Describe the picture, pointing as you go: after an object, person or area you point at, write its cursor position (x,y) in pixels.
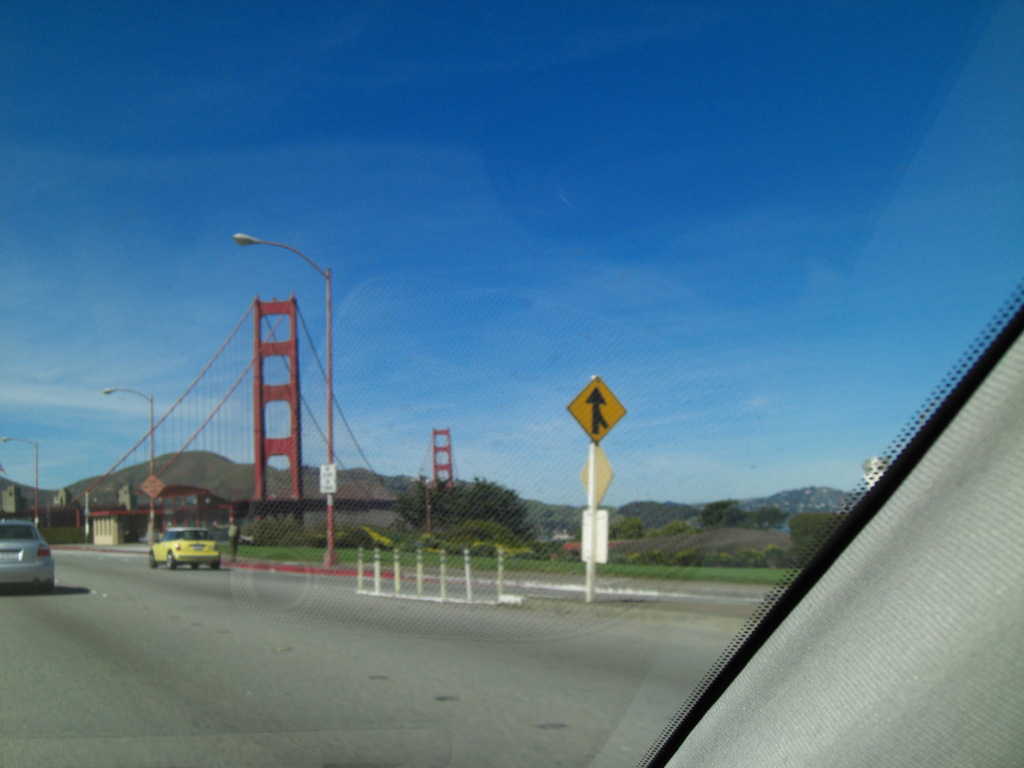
In this image I can see few vehicles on the road (282,647) and I can also see few light poles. Background (211,376) I can see the bridge (258,446), trees (542,547) in green color, a sign board (584,424) and the sky (583,132) is in white and blue color.
